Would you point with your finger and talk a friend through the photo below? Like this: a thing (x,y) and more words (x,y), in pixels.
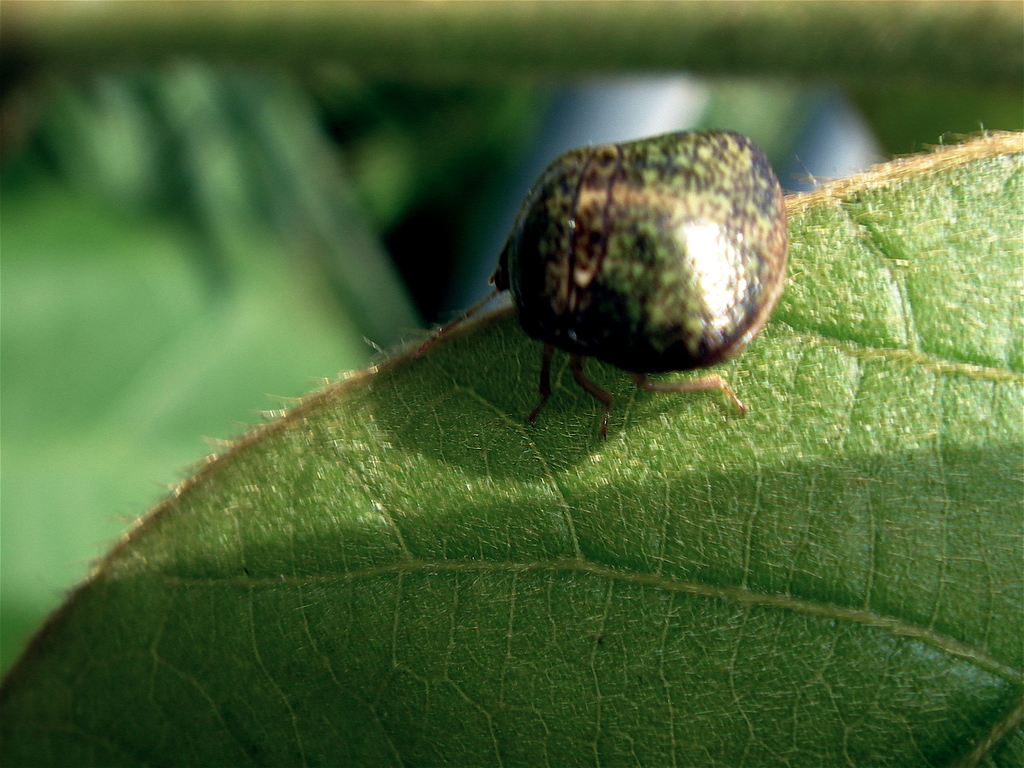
In this image there is a green leaf (605,504) on which there is a insect (638,258).
